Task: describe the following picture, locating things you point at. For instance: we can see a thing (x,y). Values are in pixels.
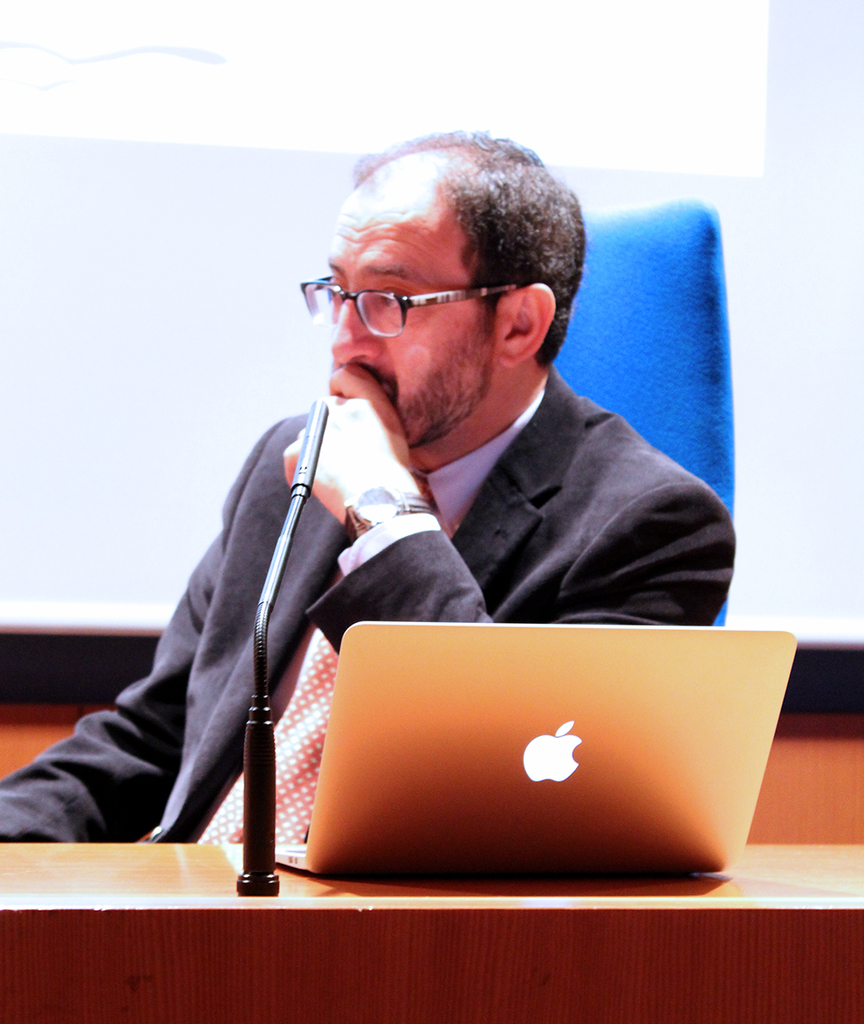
In this image in the middle (405,517), there is a man (403,534), he wears a suit (501,532), shirt (470,503), tie (289,774), he is sitting on the chair (695,462), in front of him there is a table (345,936) on that there is a mic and a laptop (596,798). In the background (220,166) there is a screen (231,320).
